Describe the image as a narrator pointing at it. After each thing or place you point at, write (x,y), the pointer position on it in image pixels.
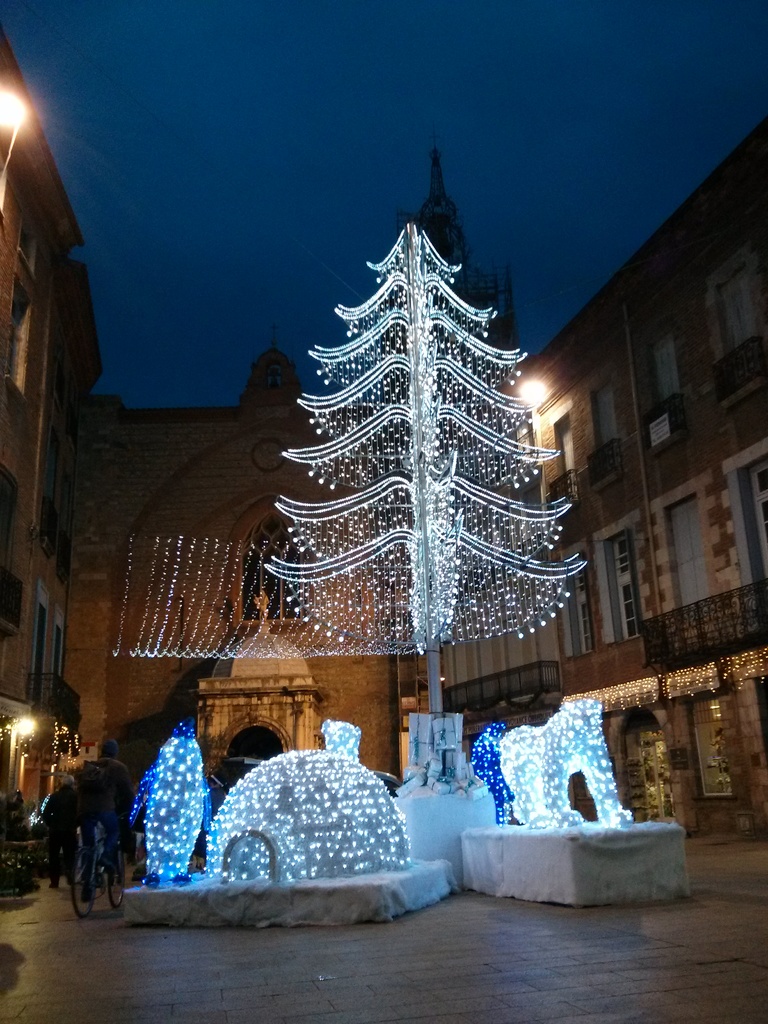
In this image there is a person (89,805) riding a bicycle (78,856), beside the person (95,812) there is another person (70,842) walking, beside them there are some objects (346,849) and a Christmas tree (396,564) decorated with lights (363,771), around them there are buildings (45,748) with lights (14,100).
